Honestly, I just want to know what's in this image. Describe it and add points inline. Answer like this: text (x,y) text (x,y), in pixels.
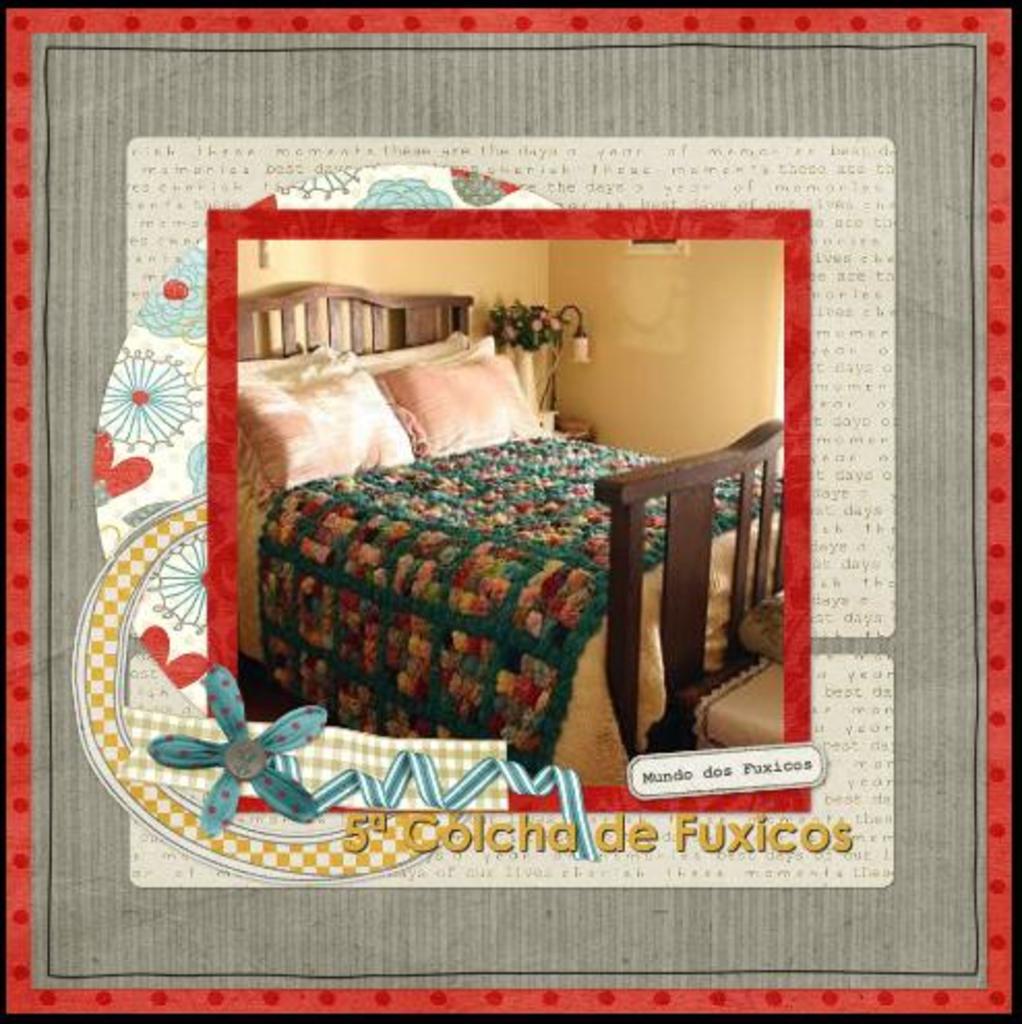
In this picture there is a photo frame (649,804) and inside that there is a bed room (706,333) and bed (682,607) in it, besides pillows (380,462) and a blanket (531,579) are on top of it. Beneath the photo frame (796,582) it is written as mundo dos fuxicos and 5 colcha de fuxicos.
